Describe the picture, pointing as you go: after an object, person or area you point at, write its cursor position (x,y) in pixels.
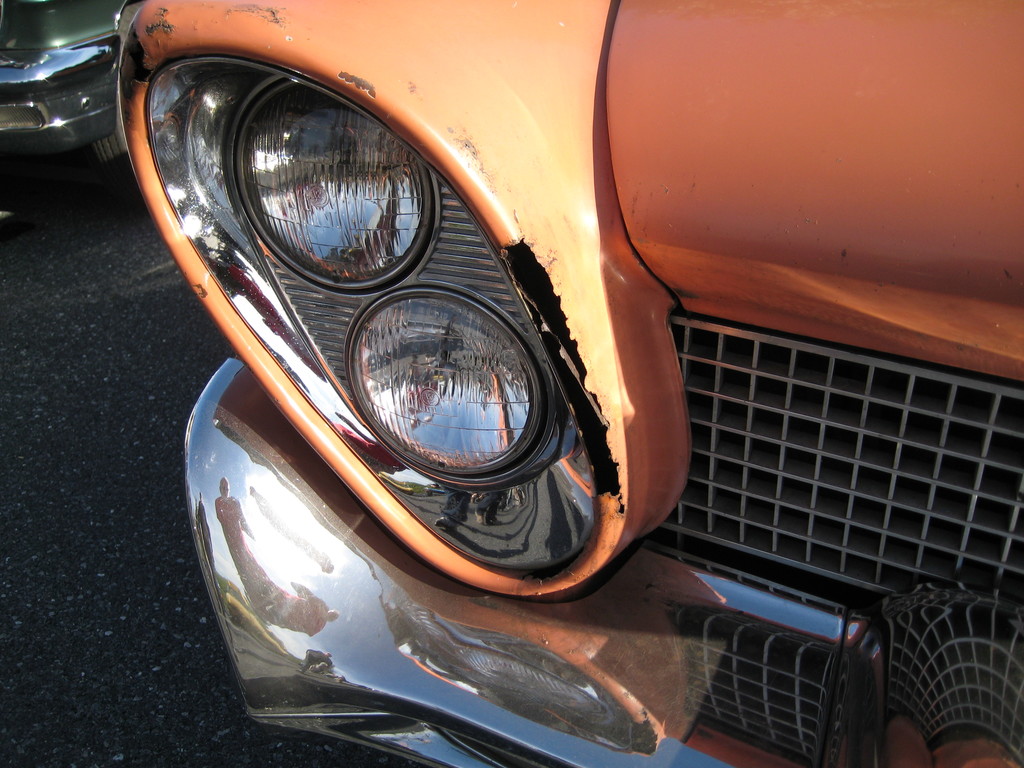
In this image I can see the front side part (270,264) of a vehicle (617,539). There is a headlight (466,445), grill (1012,429) and a bumper (319,671). Also in the background (80,114) there is another vehicle (106,119).
